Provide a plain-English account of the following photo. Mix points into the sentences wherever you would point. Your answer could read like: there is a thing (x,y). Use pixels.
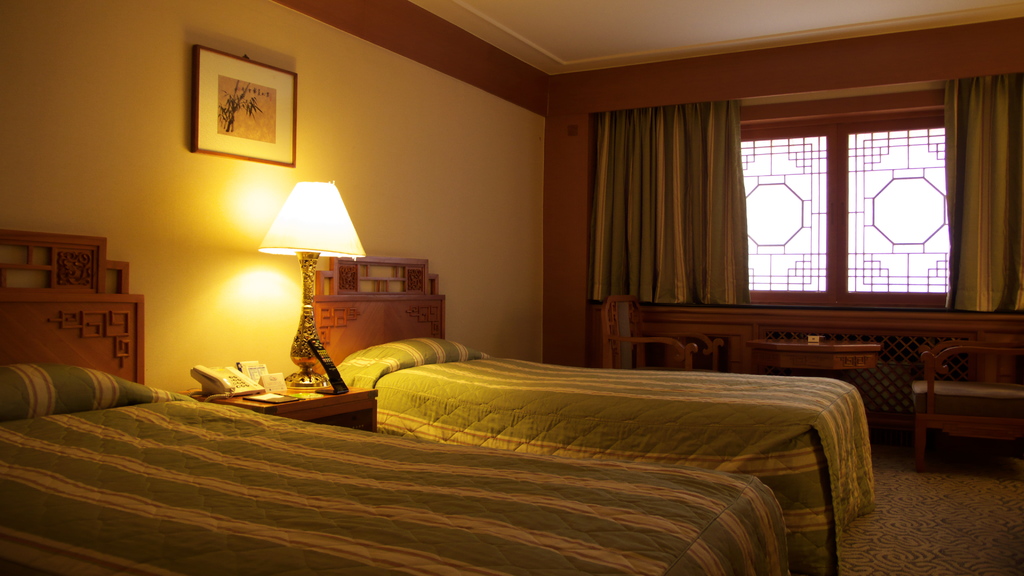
In this picture we can see the windows (854,240), curtains (650,241). We can see a frame (292,125) on the wall (452,156). We can see chairs (978,404) and table (848,360) on the floor (996,521). We can see the beds (502,461) with the mattress (627,467). On a table (319,412) we can see a telephone (211,389), bed lamp (300,378) and few other objects (306,394).
